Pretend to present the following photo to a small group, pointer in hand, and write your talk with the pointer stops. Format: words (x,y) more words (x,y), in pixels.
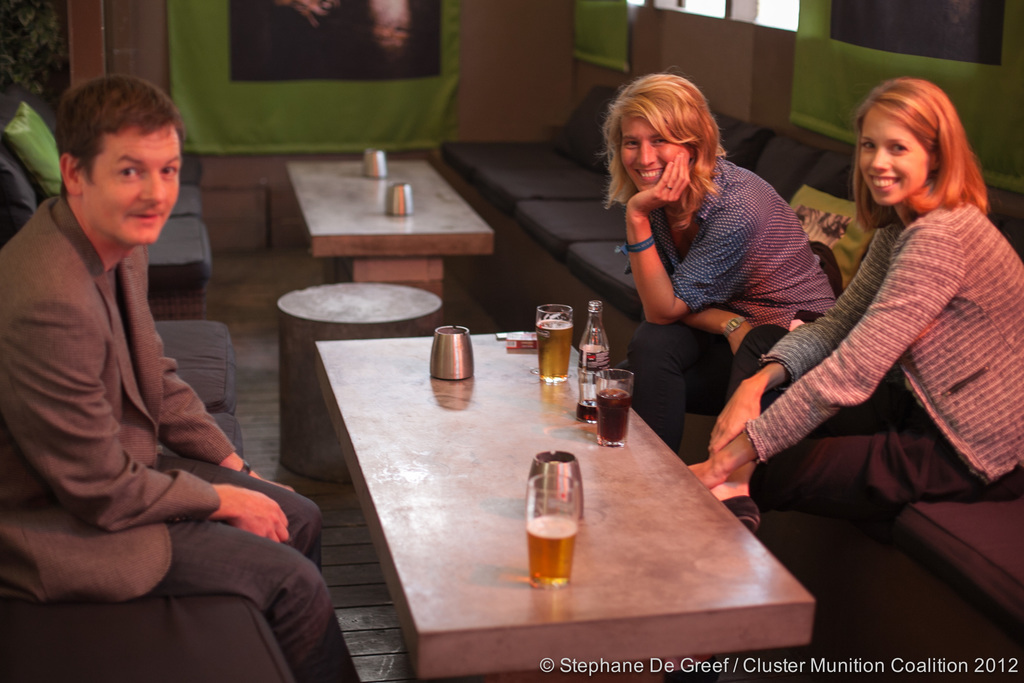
In this image i can see two women (798,288) and a man (202,478) sitting on couch (202,625) there are few glass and bottle (595,357) on a table (482,474) at the back ground (377,115) i can see a banner (373,98).
